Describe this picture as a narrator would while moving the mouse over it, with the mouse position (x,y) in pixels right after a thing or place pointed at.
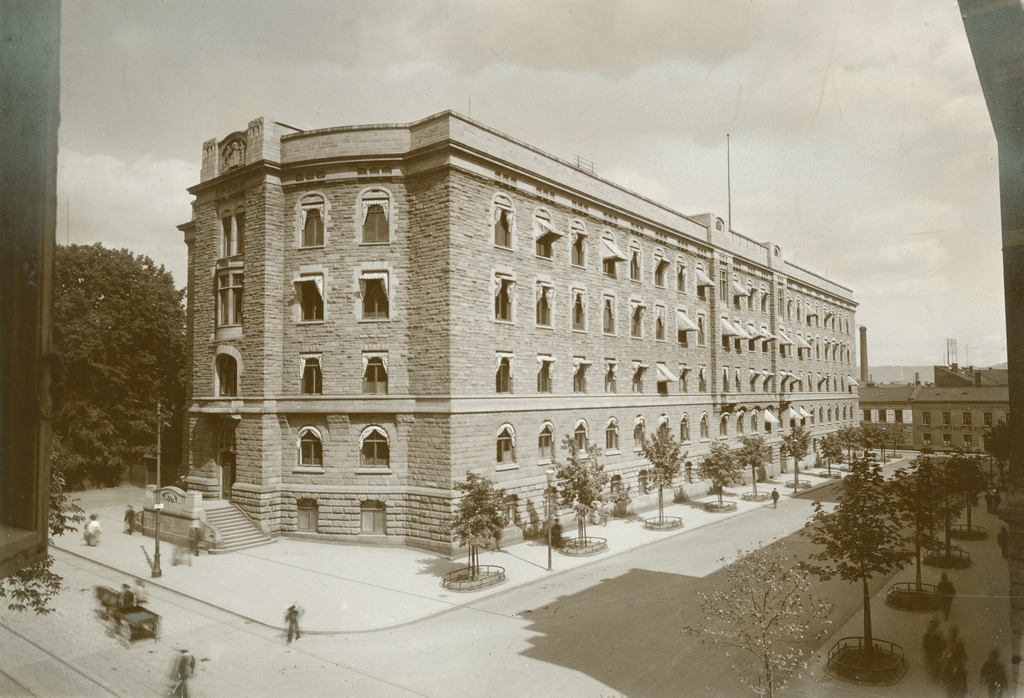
In this picture we can see people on the ground (663,624), here we can see buildings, trees (836,549), electric poles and some objects (717,511) and we can see sky (925,79) in the background (861,221).
